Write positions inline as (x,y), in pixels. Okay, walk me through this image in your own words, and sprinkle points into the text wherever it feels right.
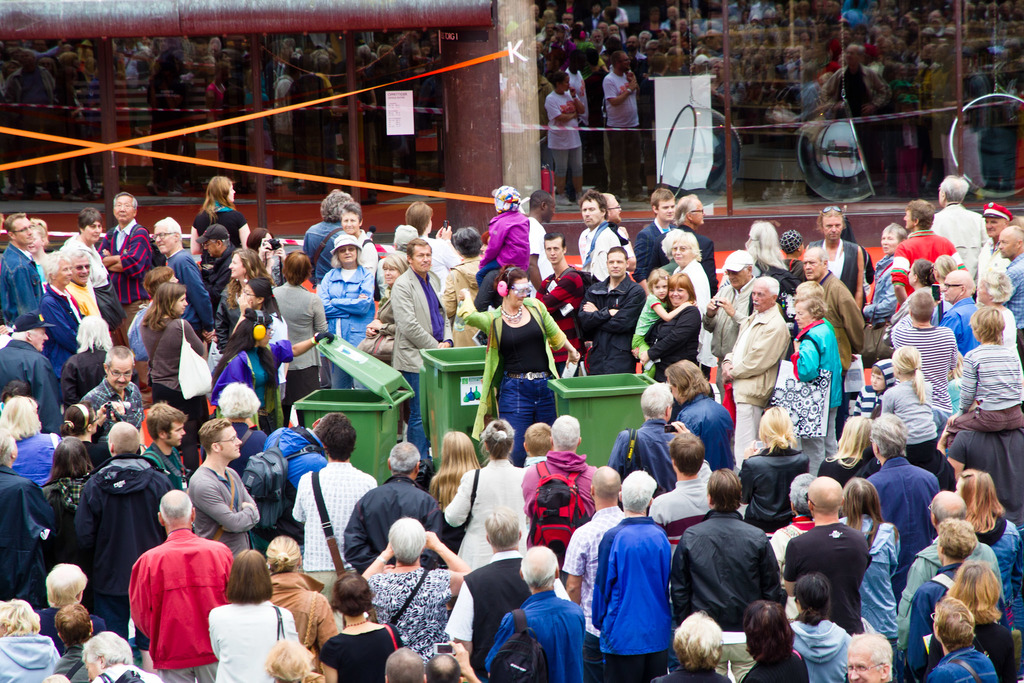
In this image, we can see people (430,309) and some are wearing bags (262,461) and holding some objects (574,369) and we can see a lady (517,338) wearing headset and glasses (512,290) and there are bins (601,420). In the background (779,100), we can see glass doors (761,101), ribbons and some other objects (851,185).
